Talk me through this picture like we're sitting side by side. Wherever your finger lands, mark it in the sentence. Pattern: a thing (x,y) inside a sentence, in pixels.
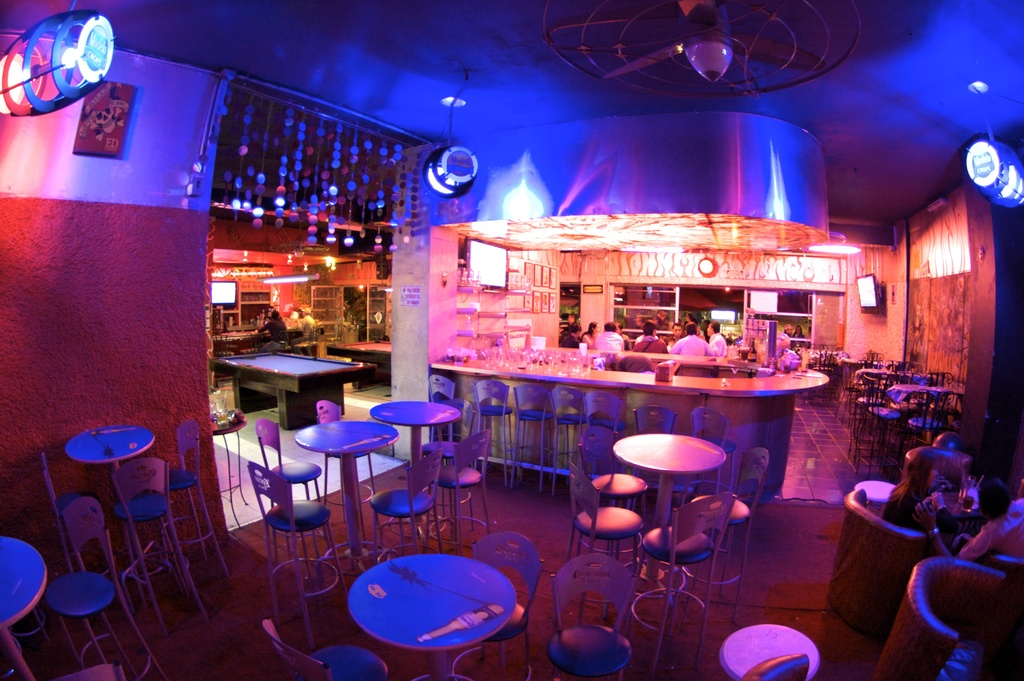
In this picture we can see the inside view of a hall (388,483). Here we can see some persons (680,333) sitting around the table (703,389). These are the lights (456,177), here we can see the red colored wall (100,305). And these are some decorative items (315,167). And this is the roof (889,64).
